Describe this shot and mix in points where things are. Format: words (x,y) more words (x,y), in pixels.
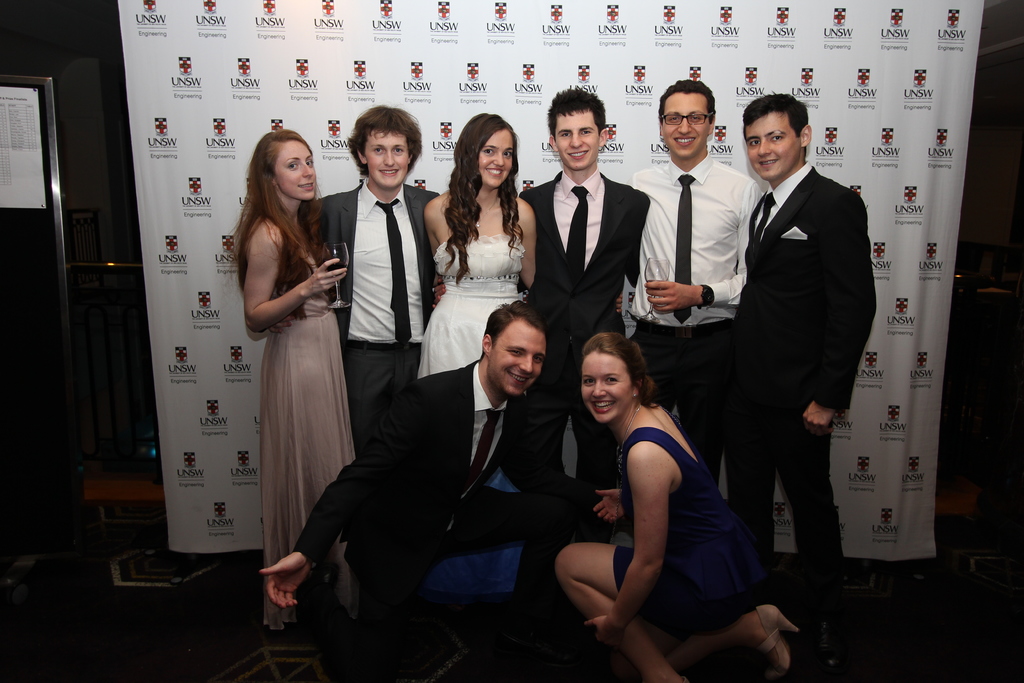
Here we can see a man (507,471) and woman (570,556) on the floor (390,655) in squat position and behind them there are six persons (441,235) standing on the floor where a woman (309,334) and man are holding a glass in their hand (303,291). In the background (343,75) there is a hoarding (280,71), paper (34,156) on the notice board (24,241) and we can see some other objects (140,357).
